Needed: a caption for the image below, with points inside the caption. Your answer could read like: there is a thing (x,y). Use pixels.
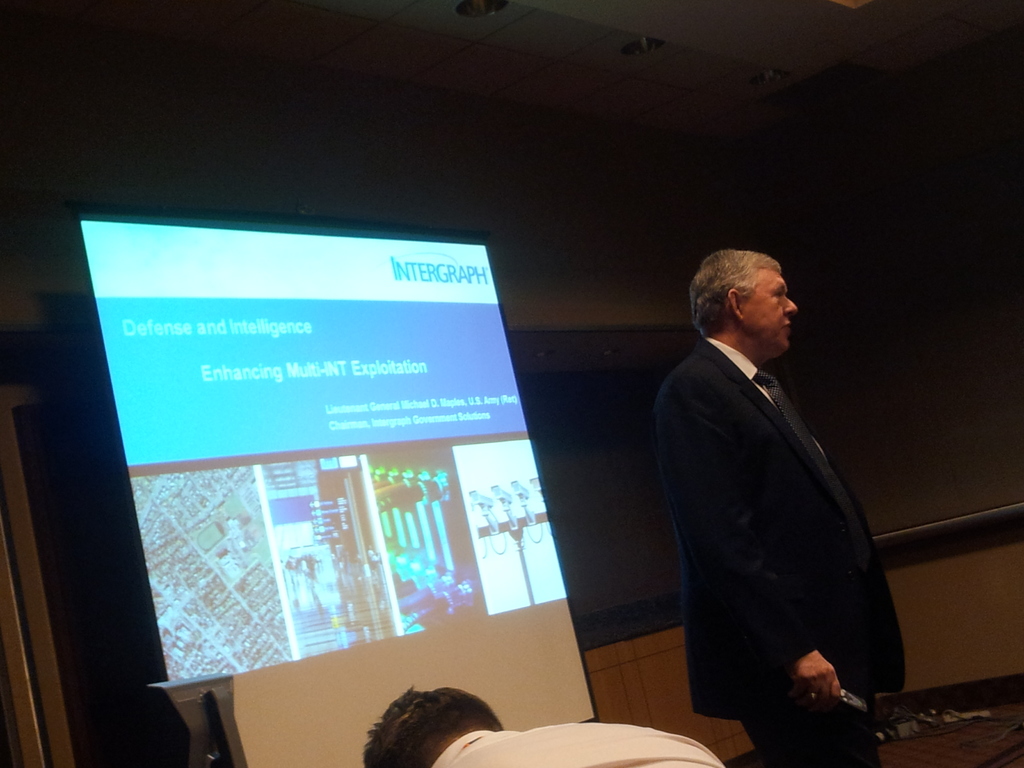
In this image I can see a person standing and a person (650,737) sitting and there is a screen (333,642) behind.
